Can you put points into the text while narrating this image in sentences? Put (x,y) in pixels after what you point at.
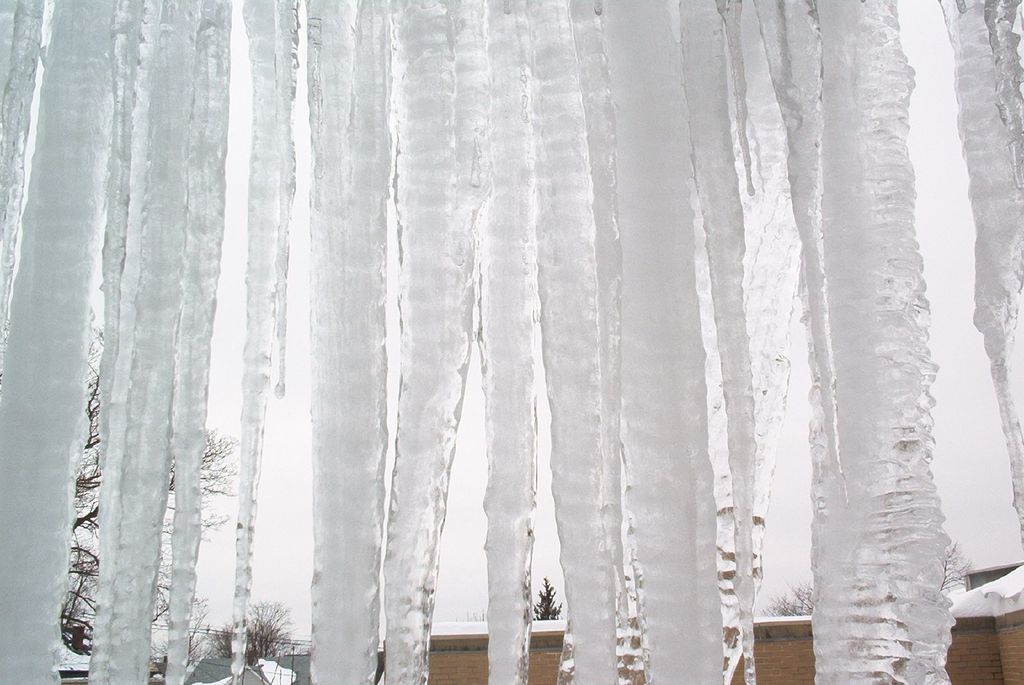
In this image in the foreground (768,288) there are some ice water (829,420), and in the background (80,523) there is snow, trees (84,503) and buildings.
